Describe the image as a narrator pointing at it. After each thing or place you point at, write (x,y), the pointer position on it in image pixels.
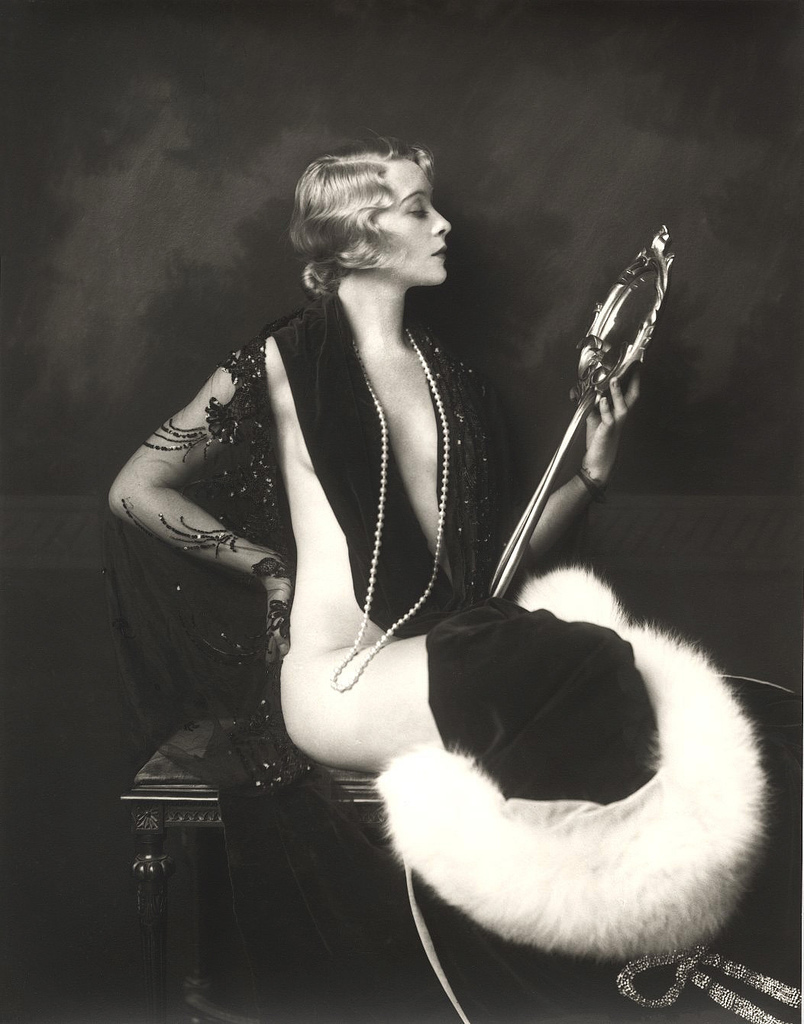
In the middle of the image (440,344), there is a woman (350,358) in a black color dress (523,660), holding an object (600,362) with one hand (610,455) and sitting on a stool (302,781). And the background (627,219) is dark in color.
